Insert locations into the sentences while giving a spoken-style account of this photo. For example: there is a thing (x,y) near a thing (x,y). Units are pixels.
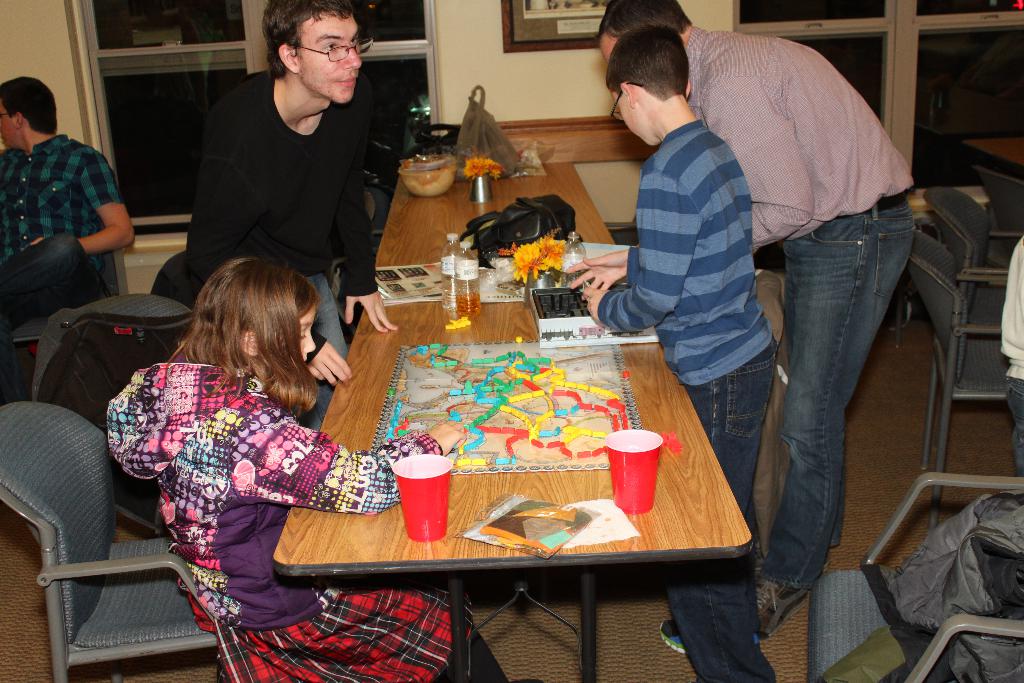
This a picture with group of persons (711,166) there are three men (317,148) and two children (668,218), the two children (344,460) were playing a game the other man (731,74) helping the kid (678,197) how to play the game and the other man (28,191) who is sitting on a chair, the table (489,497) were made with wooden (687,509) on the top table (675,524) there is a toy (488,394), and three bottles (463,303), and two cups (424,488) and there is bag (509,223) on the table (594,479) also and the bowl (427,164). The man (271,158) in black t shirt (283,177) having a spectacles (330,57), backside of the person (264,106) there is glass window (168,49) and the wall (461,44) in cream color on the floor (860,437) there is mat (869,481).
